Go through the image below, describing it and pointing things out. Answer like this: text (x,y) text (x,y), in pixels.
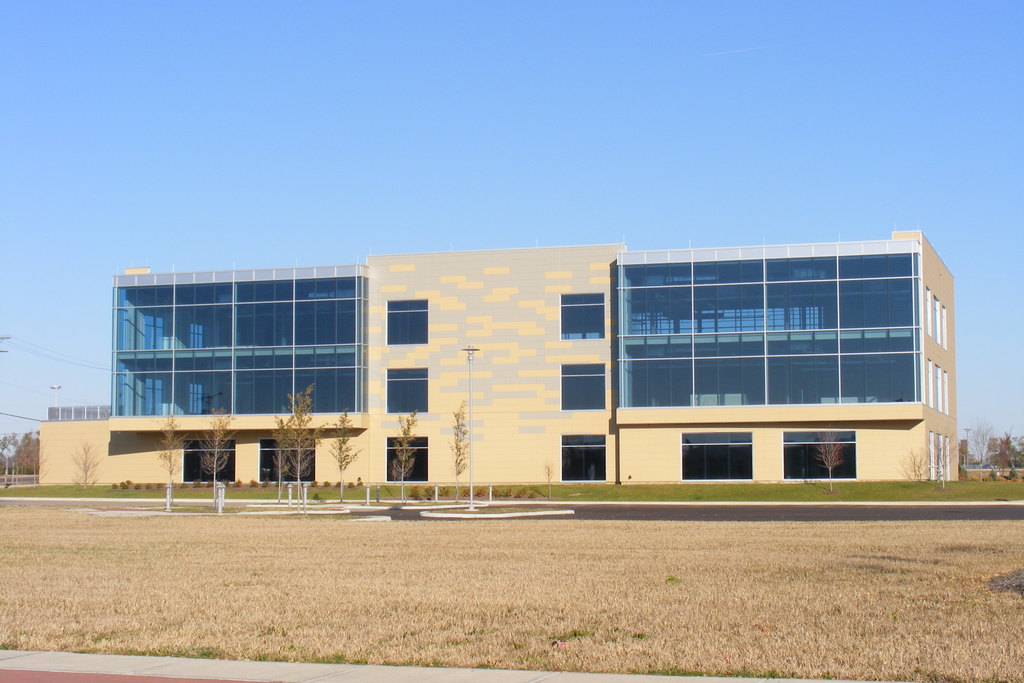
Here we can see dried grass (39,519). In the background (817,490) we can see building (795,465), grass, trees (31,443) and sky (1004,236).
